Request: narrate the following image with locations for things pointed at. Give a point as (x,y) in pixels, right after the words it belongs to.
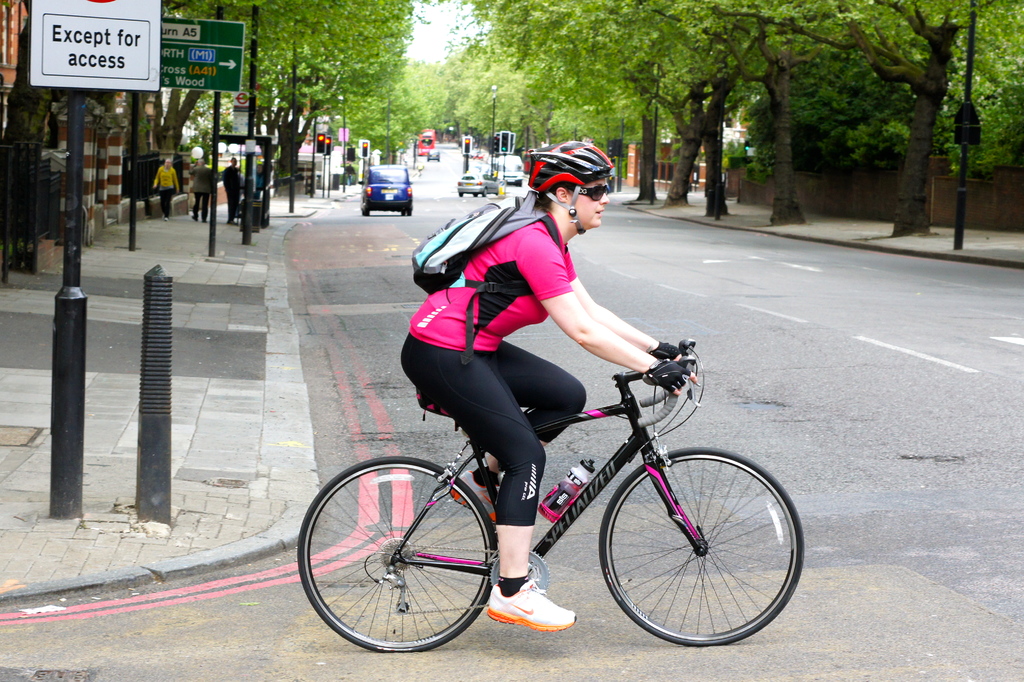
This woman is riding a bicycle (496,570) on a road (720,324). On a bicycle (649,443) there is a bottle (559,510). This woman (568,239) wore bag (510,214) and helmet (546,171). Far there are trees (291,54) line by line. This boards (177,52) are attached to this poles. Persons (167,194) are walking on a footpath (134,251), as there is a leg movement. On road (382,220) vehicles (373,185) are travelling. This are poles (75,173).
